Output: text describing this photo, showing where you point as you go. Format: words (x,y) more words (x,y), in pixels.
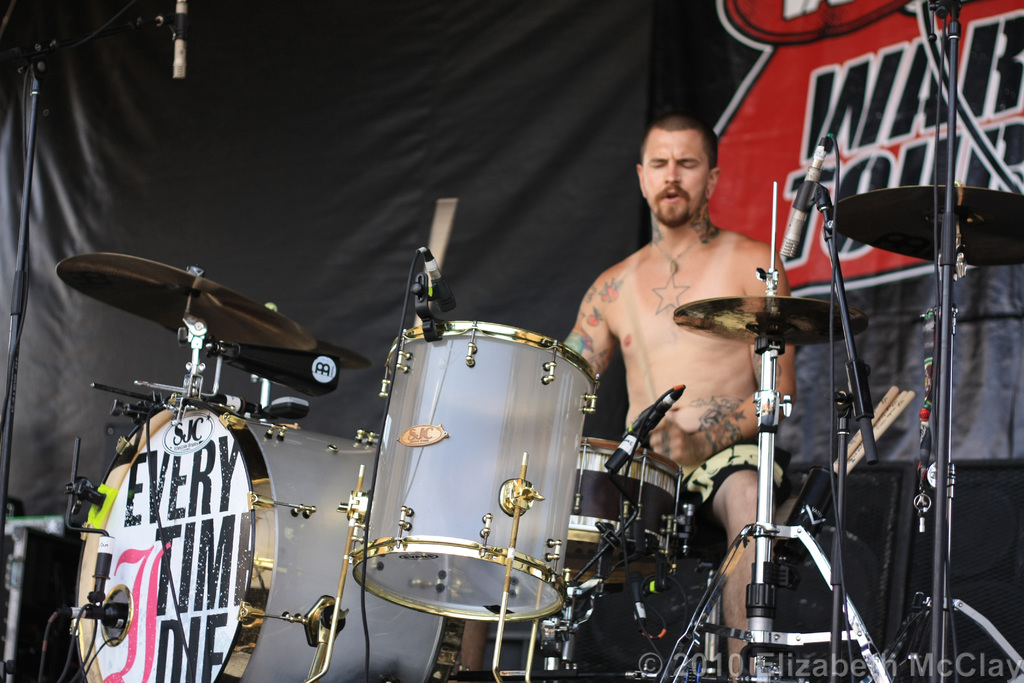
In this image I can see the person (707,432) is sitting. I can see few musical instruments (483,477), mics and stands (774,361). I can see the black color cloth (442,190) and something is written on it.
